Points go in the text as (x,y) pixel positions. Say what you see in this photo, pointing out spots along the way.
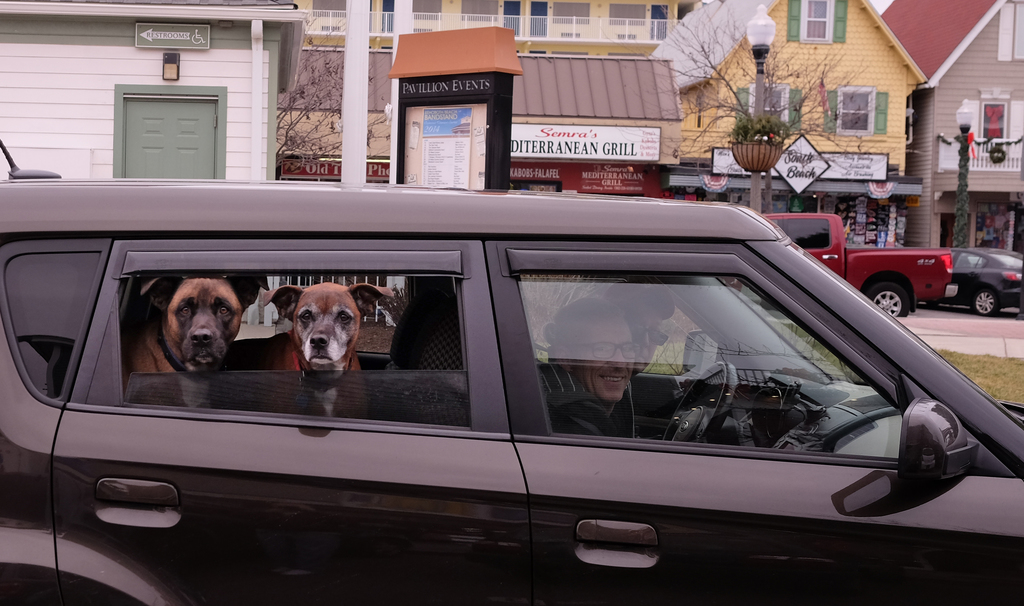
This is the picture of a car (898,407) where a person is driving in the front seat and 2 dogs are standing in the back seat (144,399) and the back ground (377,19) we have buildings (705,148), light (752,20), plants (755,129), name board (815,170), cars (1007,305) and door (196,111).
